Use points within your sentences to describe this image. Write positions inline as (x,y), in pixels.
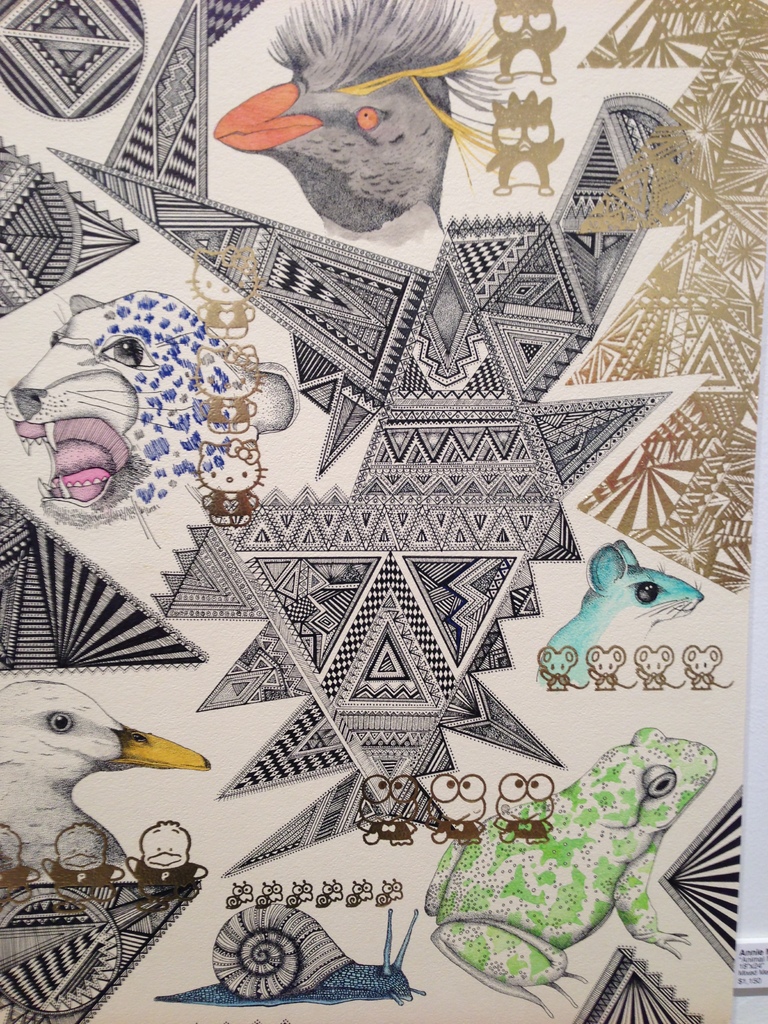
This picture looks like an asymmetric art with sketches (516,851) of different animals (173,373) in between.
